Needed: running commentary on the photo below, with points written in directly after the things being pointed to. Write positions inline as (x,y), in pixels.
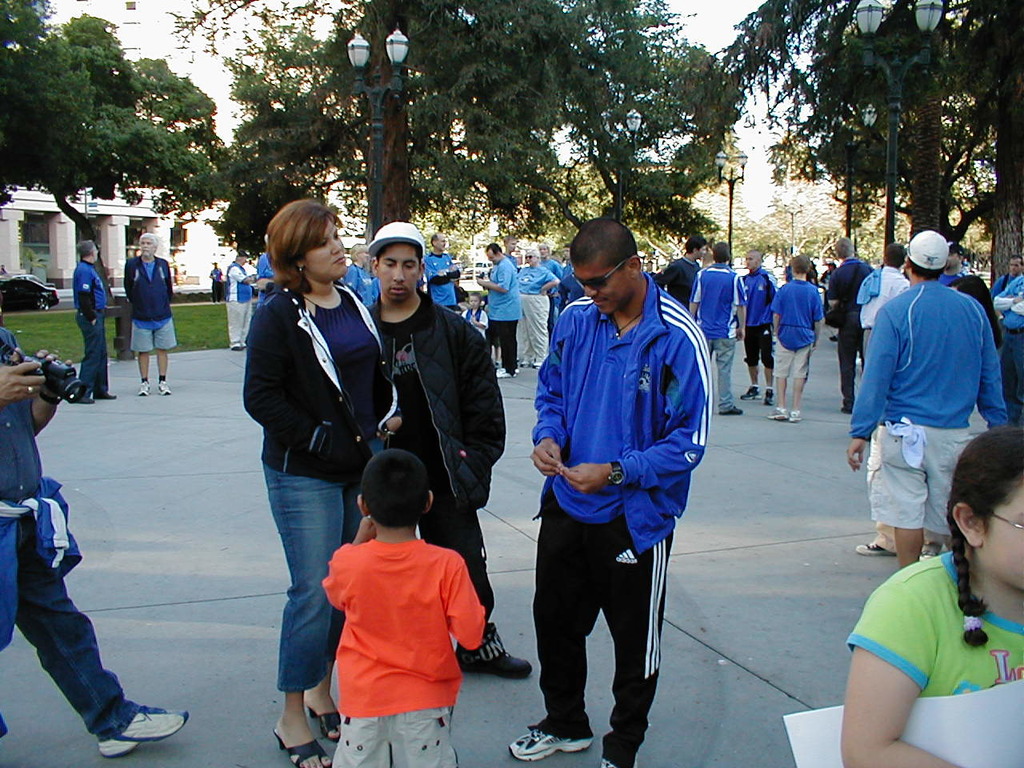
In this picture we can see group of people (418,447), few are standing and few are walking, in the background (590,206) we can see few poles (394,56), lights (405,49), trees (249,215) and cars (43,295), on the left side of the image (18,383) we can see a person (31,409) is holding a camera (53,393).
